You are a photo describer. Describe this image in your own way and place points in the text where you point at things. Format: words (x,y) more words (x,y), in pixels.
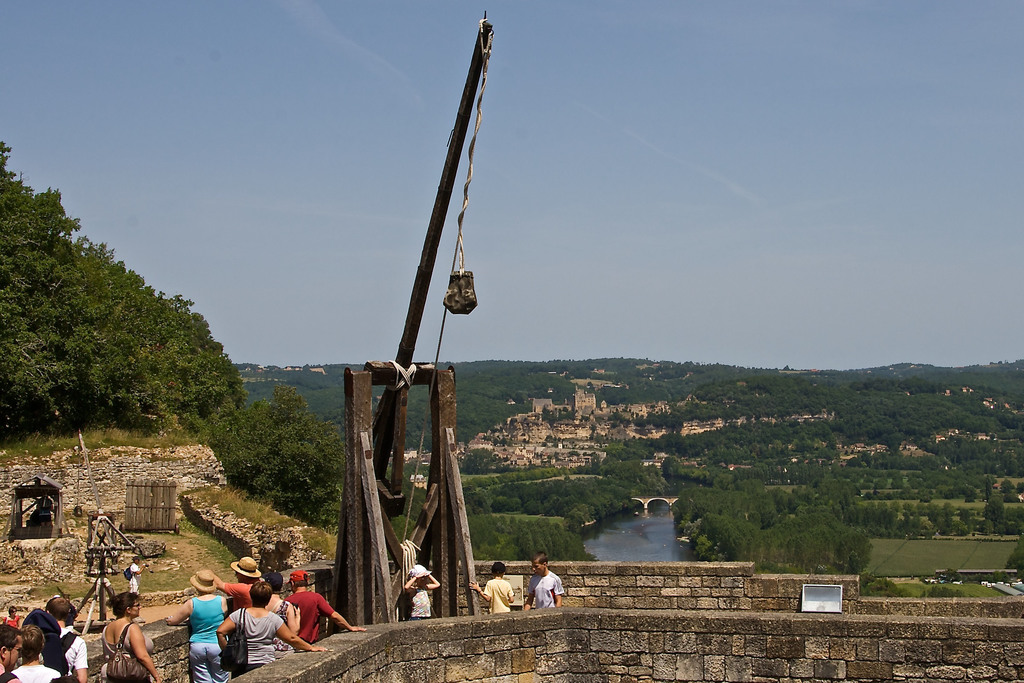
In this picture we can see sky (496,195), trees (260,443). We can see people (313,596) standing. A person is wearing a hat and standing near to the wooden object (447,555). On the left side (161,518) we can see wooden fence (128,503) and other objects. We can see a light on the wall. Far we can see water (664,520), a bridge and buildings (577,394).
